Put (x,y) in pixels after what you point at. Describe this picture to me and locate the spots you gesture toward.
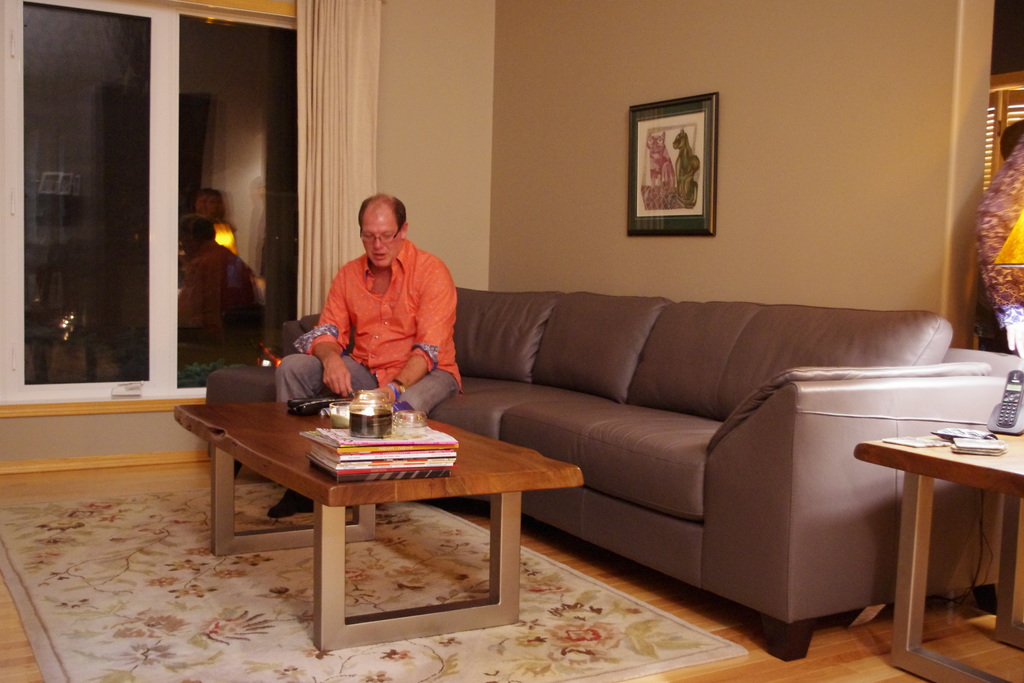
An indoor picture. A man (372,266) is sitting on a couch (649,388). Photo (678,147) with photo frame (673,158). Curtain (349,41) is in cream color. This is window (243,180) with glass (228,217). Beside this couch (797,374) there is a table (1019,445), on a table (929,457) there is a mobile (1002,411). In-front of this man (416,300) there is a table (473,469), on this table (461,464) there are books (402,452) and jar (383,416). Floor (663,598) with carpet (306,589).
